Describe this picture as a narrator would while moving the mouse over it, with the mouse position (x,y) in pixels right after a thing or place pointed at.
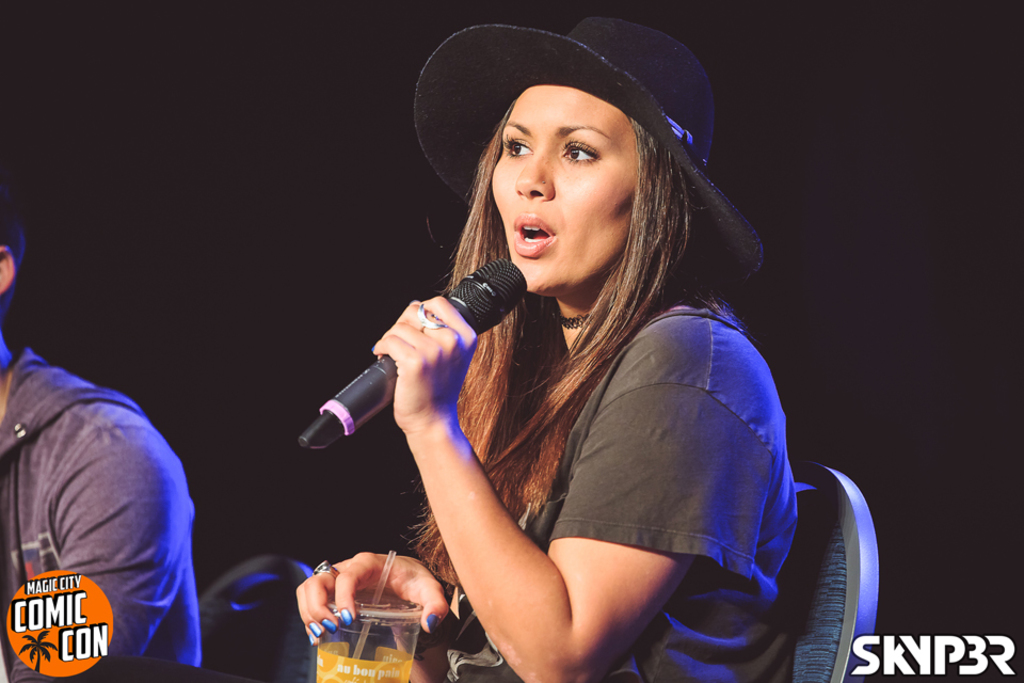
These two persons (460,505) are sitting on the chairs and this person (446,366) holding glass (389,653), microphone (389,377) and talking and wear black color hat (571,76).
